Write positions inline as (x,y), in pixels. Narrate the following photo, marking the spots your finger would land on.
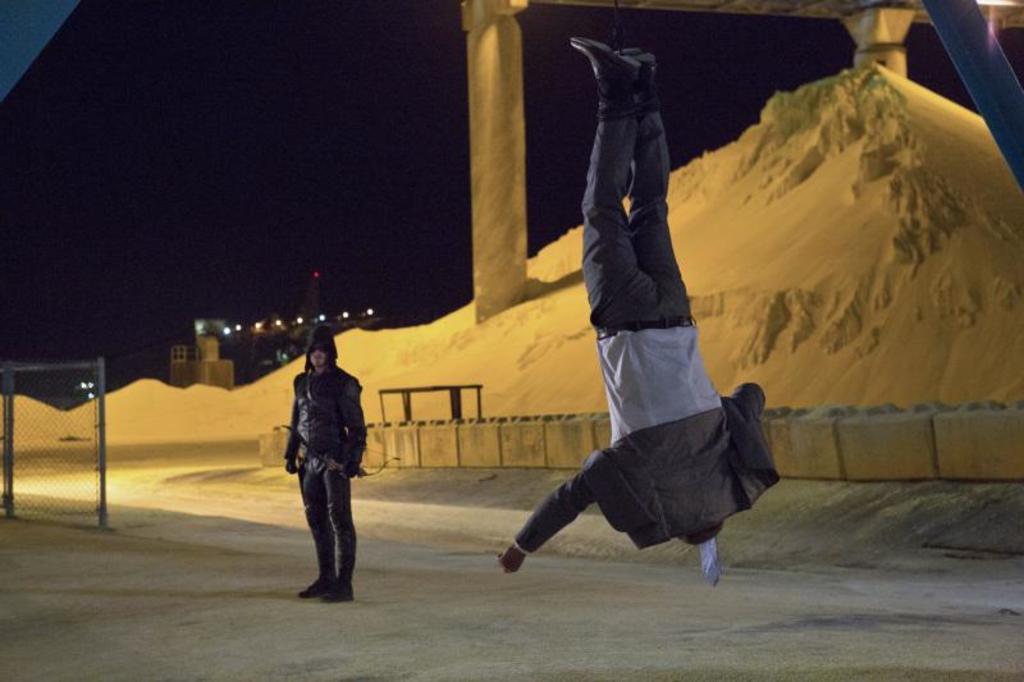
In this image I can see two persons (638,402). In front (670,370) the person (620,385) is in the air. In the background (997,251) I can see the sand (983,238), few pillars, lights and the sky (260,151) is in black color.
